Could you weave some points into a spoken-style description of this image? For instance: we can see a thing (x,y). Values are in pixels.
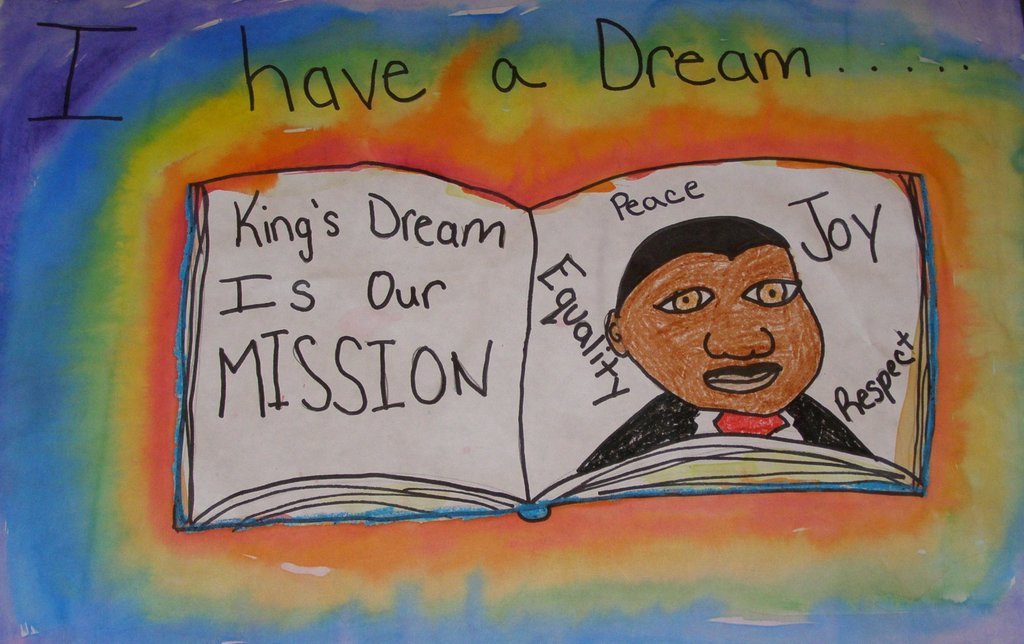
In this picture I can see a book (263,370) in the center (478,352) and I see something is written on it and I can see a sketch (647,336) of a cartoon (738,319) and I see the colorful background (45,151). I can also see something is written on top of this picture (564,51) and I see this is a depiction picture.
